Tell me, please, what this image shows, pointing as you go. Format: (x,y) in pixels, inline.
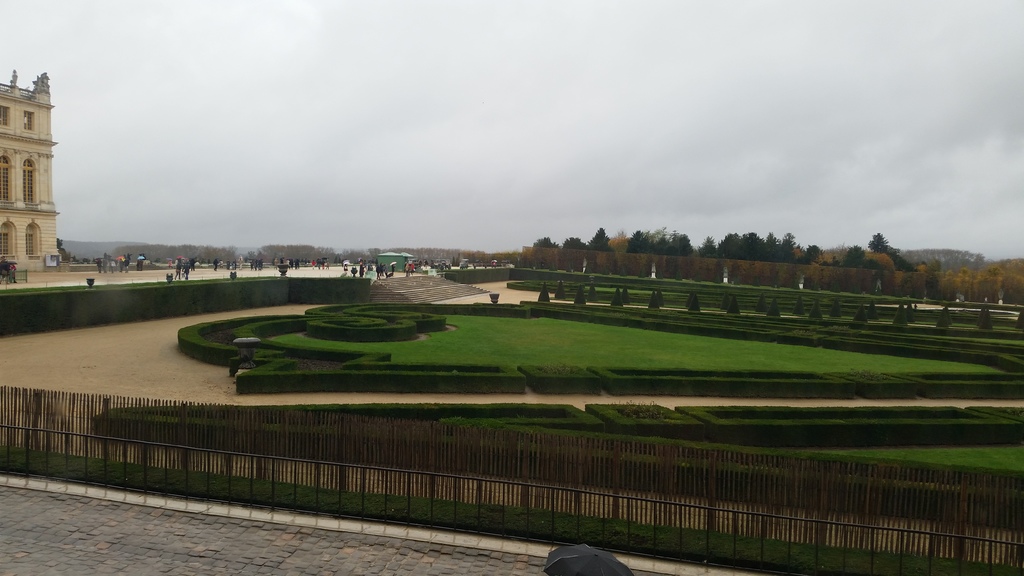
In this picture I can see a building (41,217) and few trees (1000,266) and a metal fence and few people (135,260) standing and cloudy Sky (544,56) and I can see a umbrella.
